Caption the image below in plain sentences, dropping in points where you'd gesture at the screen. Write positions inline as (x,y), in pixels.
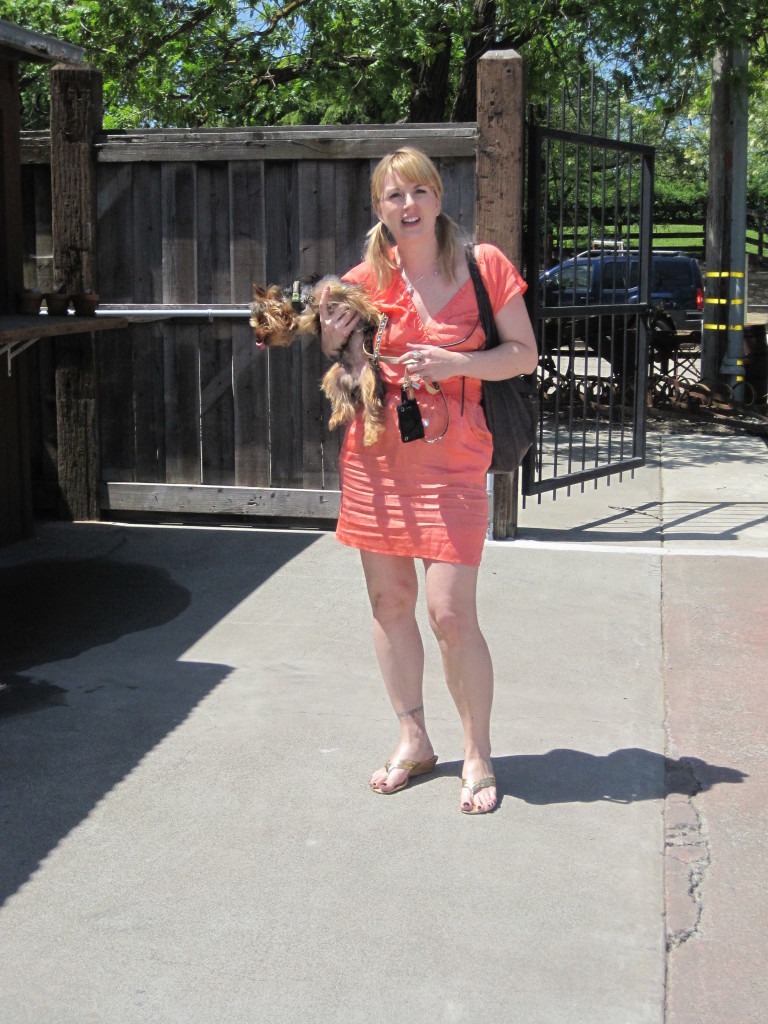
In this picture I can see a woman (405,524) standing and holding dog (278,334), behind there are some vehicles (672,279), trees (597,218) and gate (649,228).
